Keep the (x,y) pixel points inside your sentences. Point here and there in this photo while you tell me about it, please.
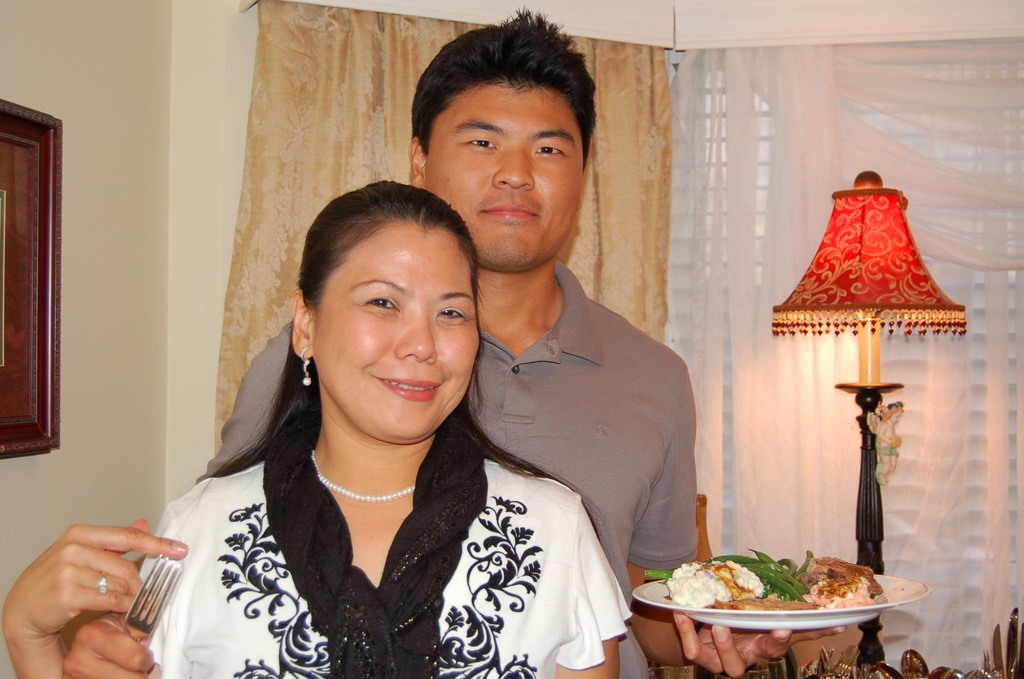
In this image in the center (469,420) there are persons (471,447) standing and smiling. In the front (427,529) there is a woman (377,587) standing and holding a fork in her hand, and in the center (546,402) there is a man (565,383) standing and holding plate (775,619) in his hand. In the background (333,129) there are curtains (648,158), there is a light lamp (872,412) and on the wall (83,286) there is a frame (37,354).
